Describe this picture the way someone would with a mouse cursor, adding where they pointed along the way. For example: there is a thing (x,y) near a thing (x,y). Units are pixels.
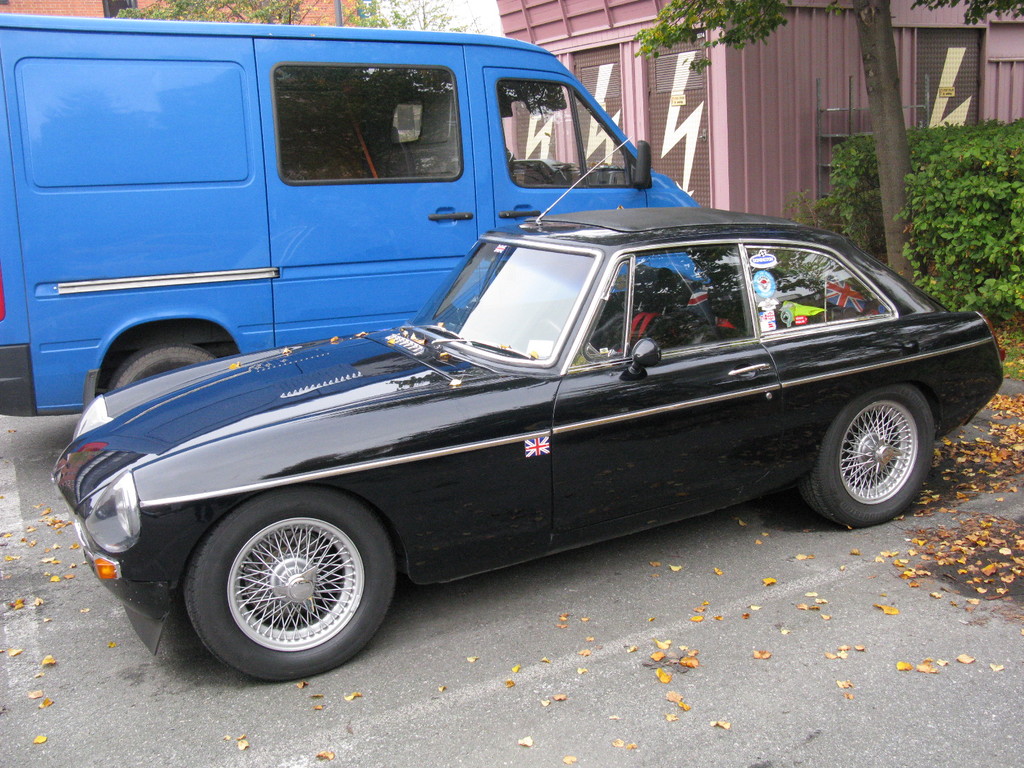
In this image I can see a black car (556,255) and a blue van (435,265). In the background (907,115) I can see bushes (1008,174), few trees (870,39) and few buildings (582,66). In the front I can see number of leaves (1002,413) on the road (541,633).
